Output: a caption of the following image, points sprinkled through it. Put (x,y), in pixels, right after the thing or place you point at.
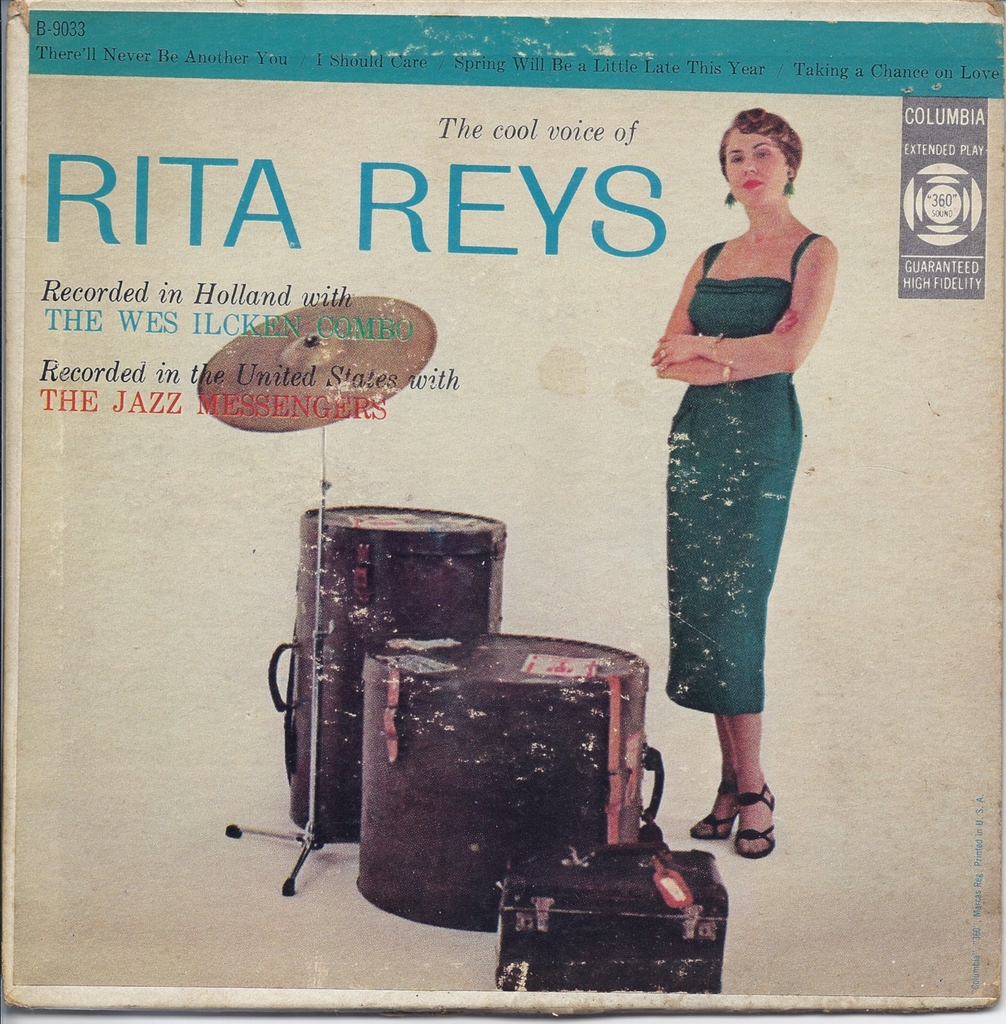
This image is taken for a poster. In this image a woman (679,303) is standing and there are a few musical instruments (454,673). At the top of the image (240,216) there is a text (544,209).
